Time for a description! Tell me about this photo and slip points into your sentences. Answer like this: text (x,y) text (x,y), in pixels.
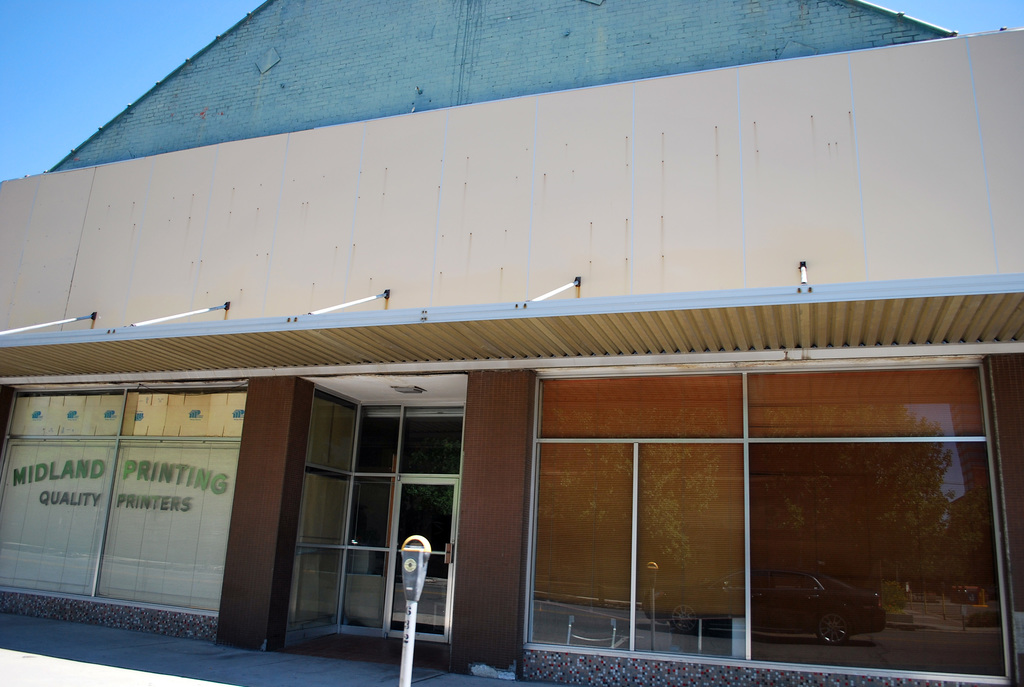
This is the picture of a building (663,447). In the middle of the image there is a door (395,536). On the right side of the image (907,533) there is a window (794,633). On the window (646,617) there is a reflection (685,568) of trees (906,504) and vehicles (787,615). On the left side of the image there is a text (152,466) on the window (206,513). At the top (67,38) there is sky (139,64). At the bottom (122,672) there is a road (73,641).
